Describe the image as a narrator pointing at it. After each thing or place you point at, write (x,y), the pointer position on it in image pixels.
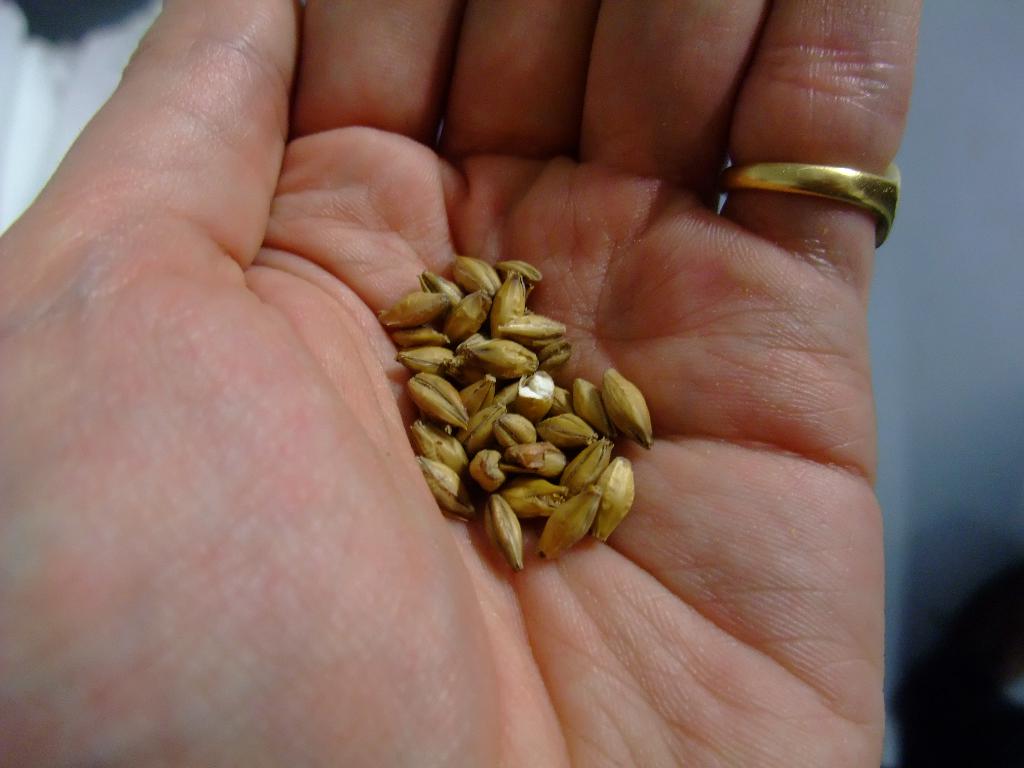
In this picture I can see a human hand (745,617) and we see a ring (799,167) to the finger (882,139) and few grains (525,396) in the hand (579,570).
